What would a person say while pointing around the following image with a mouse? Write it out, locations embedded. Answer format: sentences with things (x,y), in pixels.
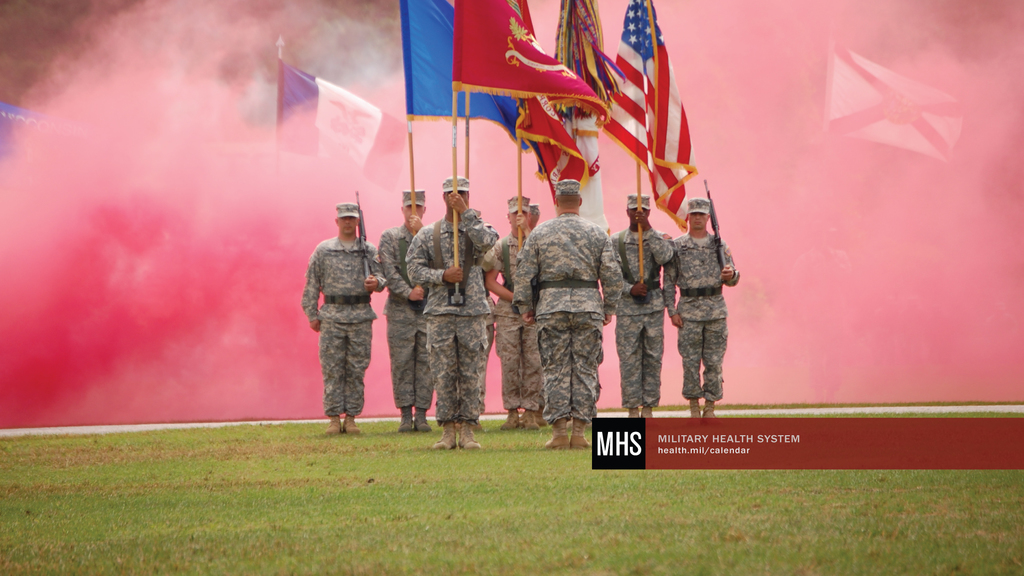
In this image we can see some group of persons (469,292) wearing army dress (424,260) standing and holding some flags (516,143) in their hands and in the background of the image (75,348) there is some smoke (75,348).
